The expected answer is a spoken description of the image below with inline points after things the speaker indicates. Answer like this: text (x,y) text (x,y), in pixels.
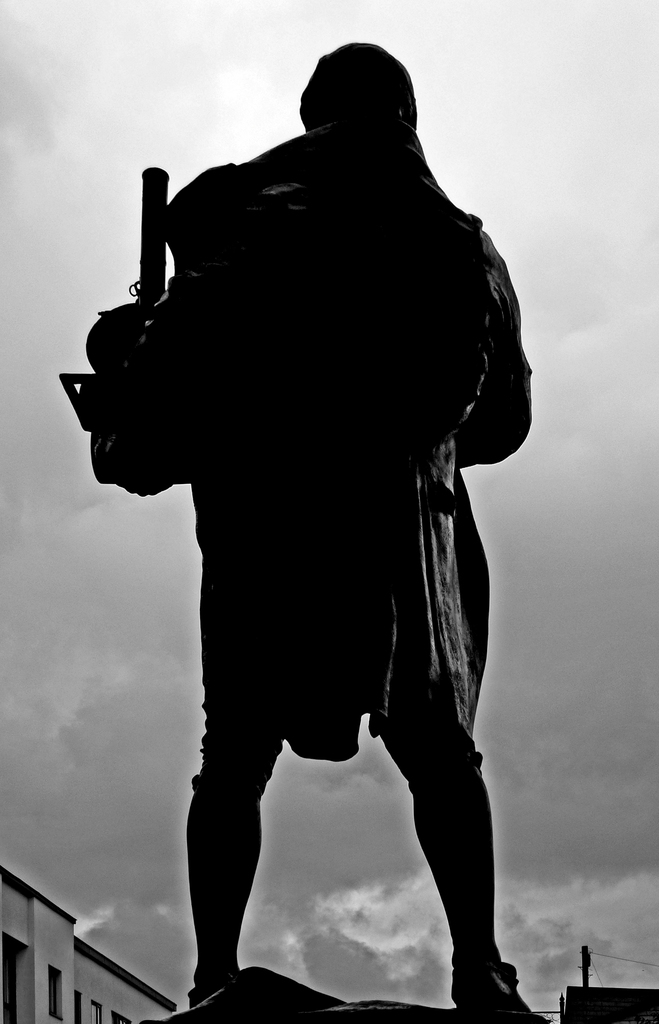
In this picture, we can see a black and white image, we can see a person (328,287) holding some object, building (152,989), pole (588,965), wires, and the sky (507,632) with clouds (531,547).
